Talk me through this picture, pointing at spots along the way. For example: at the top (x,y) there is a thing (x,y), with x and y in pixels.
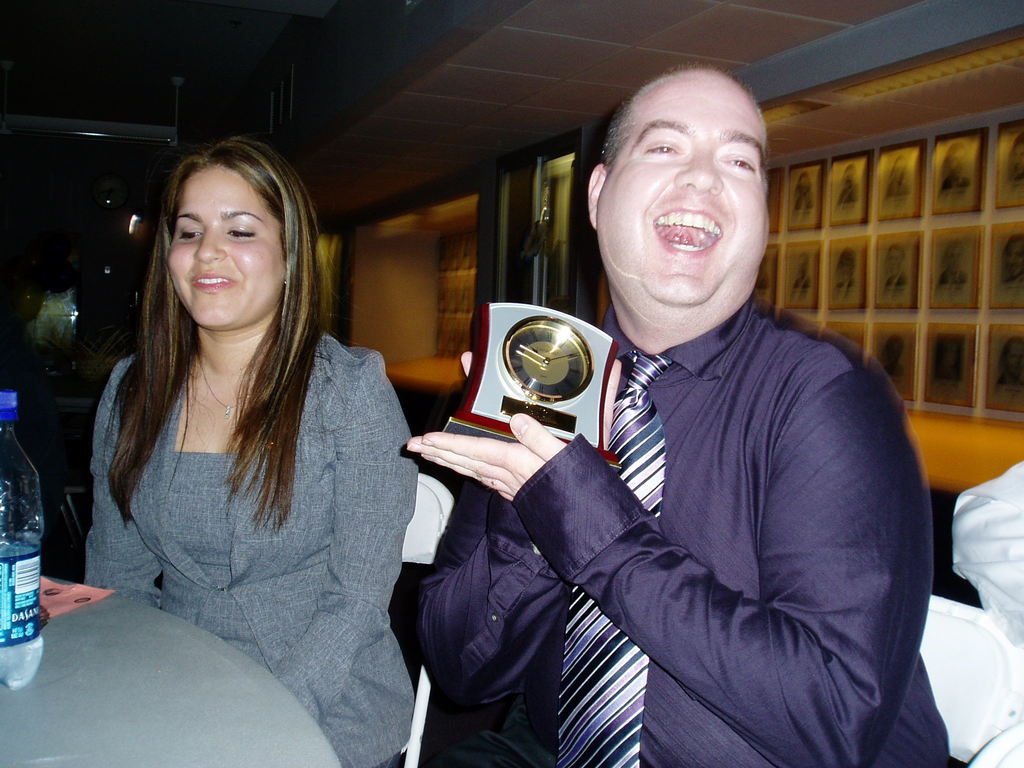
In this picture, we can see two persons (636,266), among them one person (551,506) is holding an object (604,385), we can see the table (185,720) and some objects (33,612) on the table (116,654), we can see some object (992,697) in the bottom right corner (1013,700), we can see the wall (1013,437) with some design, and we can see the roof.
